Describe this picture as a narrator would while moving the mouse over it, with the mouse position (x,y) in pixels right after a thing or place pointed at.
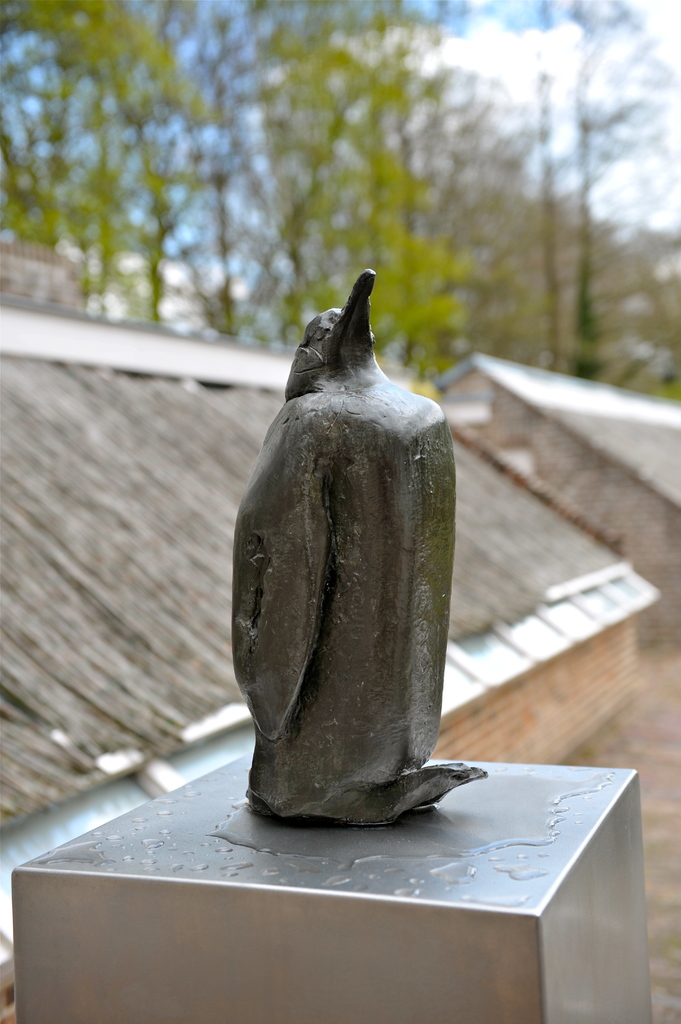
In this image, we can see a statue (283,694) on a metal object (296,847). There are a few houses (631,677), trees (371,197). We can also see the sky (670,35).
